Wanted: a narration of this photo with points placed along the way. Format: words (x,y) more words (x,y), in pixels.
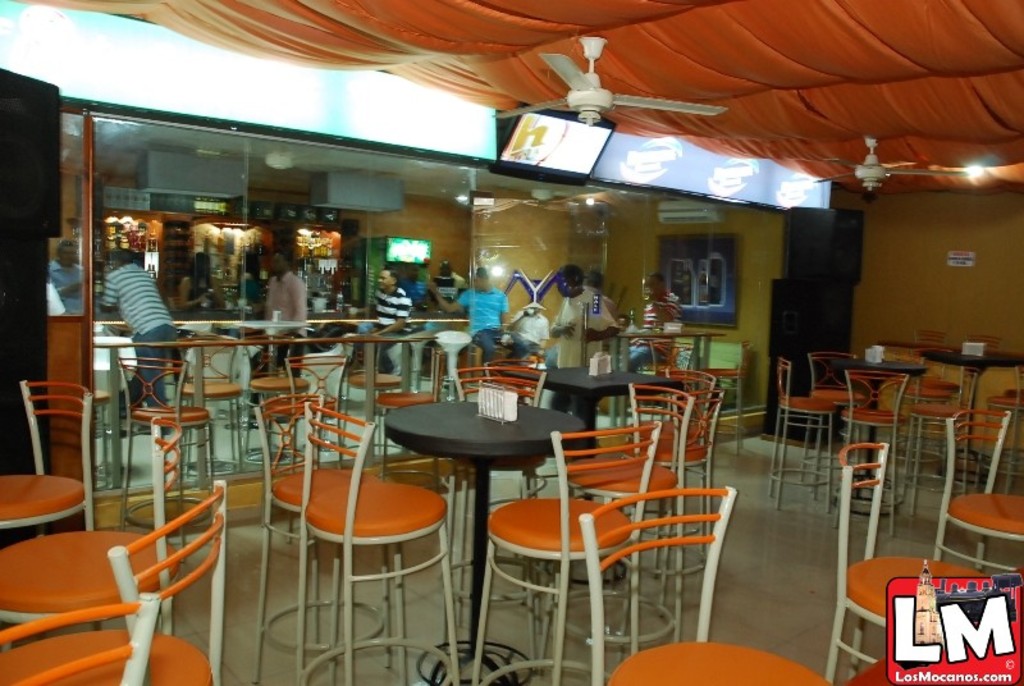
There is a restaurant (658,351). There is a group of people (647,362). There is a table (516,447). There is a tissue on a table (515,438). We can see in the background (588,233) there is a curtain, television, fan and window (541,239).
